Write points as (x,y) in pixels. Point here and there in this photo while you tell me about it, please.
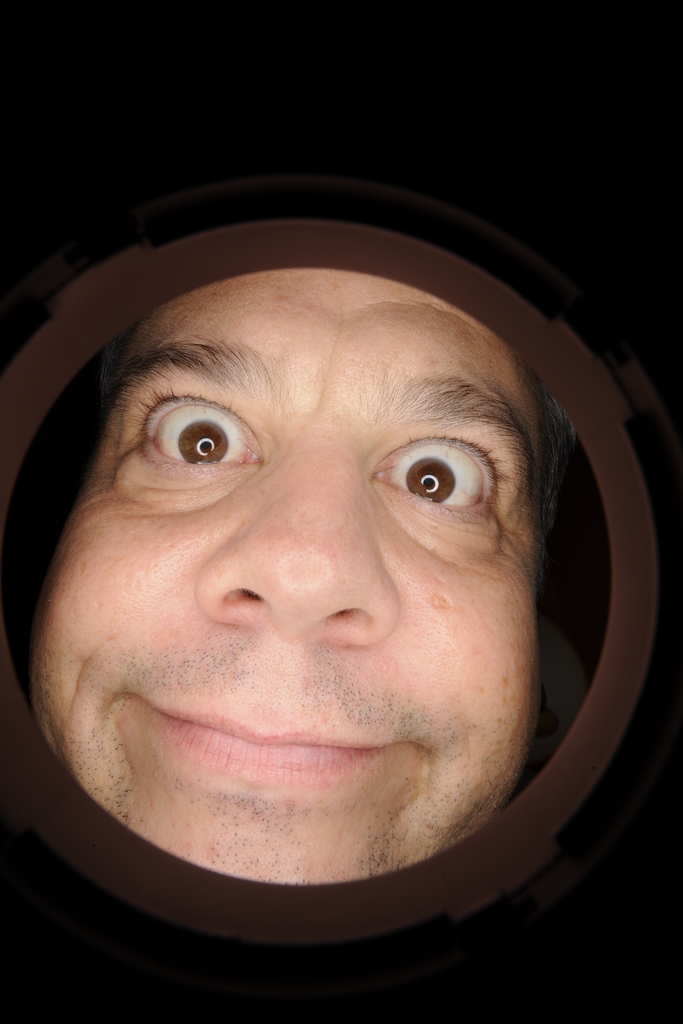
In the image there is a person (405,410) looking into the hole (105,303), his expression is weird.
